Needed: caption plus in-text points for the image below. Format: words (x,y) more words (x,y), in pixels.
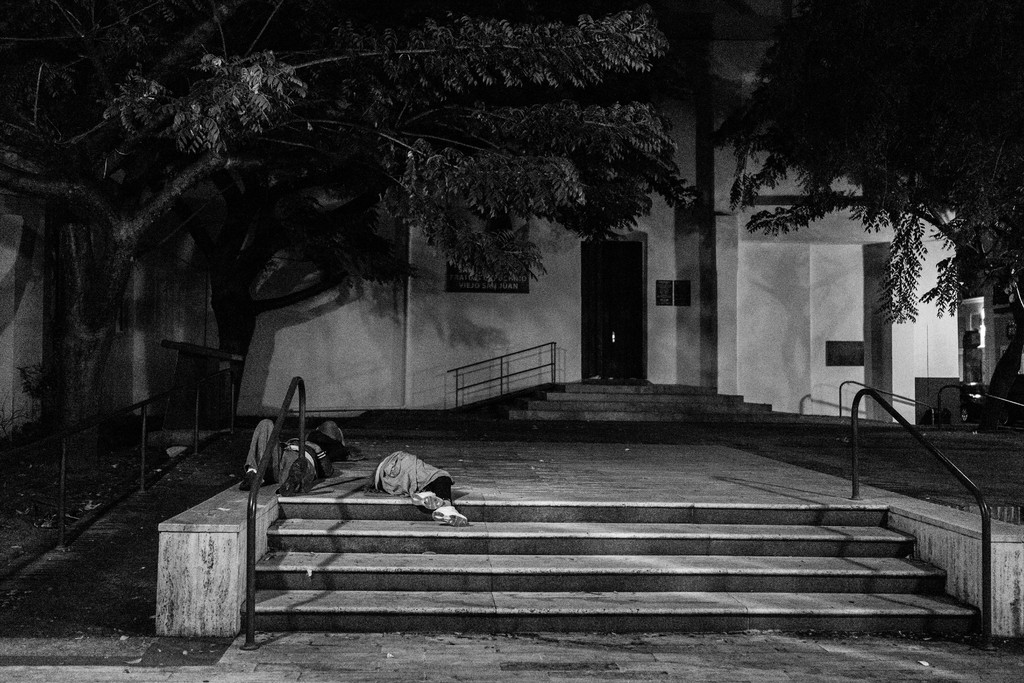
In this picture I can see the staircase (561,583) at the bottom (667,551), on the left side (312,457) two persons (446,471) are laying on the floor (506,482), there are trees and iron rods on either side of this image, in the background (535,297) I can see the building (636,323). This image is in black and white color.
